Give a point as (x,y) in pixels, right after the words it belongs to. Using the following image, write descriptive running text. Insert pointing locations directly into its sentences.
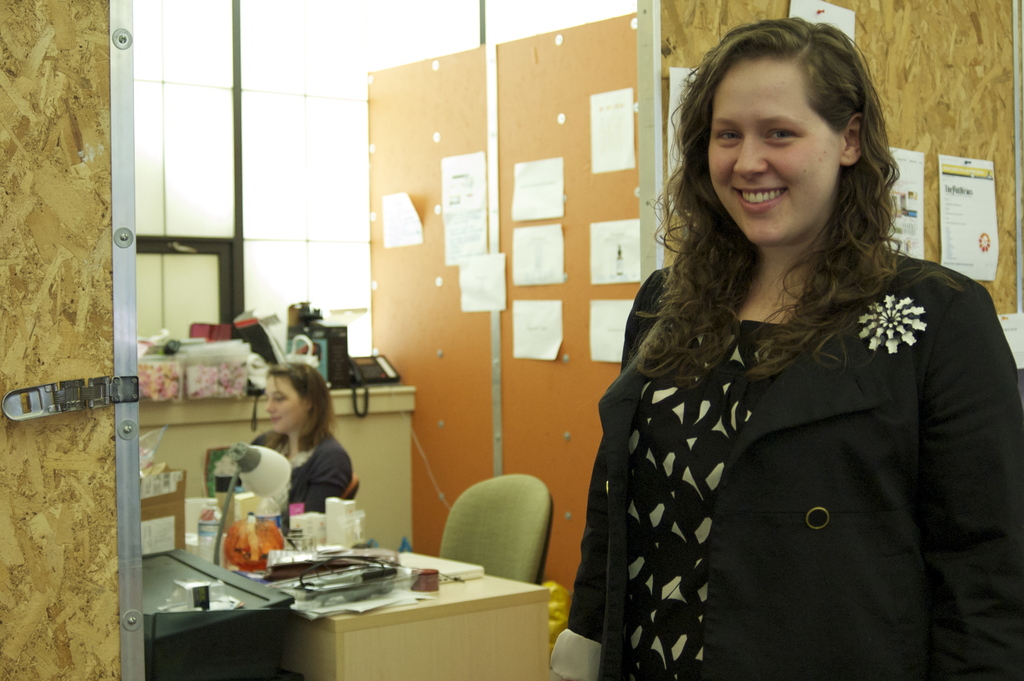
Here we can see a woman (817,198) is standing and she is smiling, and at side a person (307,439) is sitting, and in front her is the table (360,563) and lamp (235,485) and some objects (320,527) on it, and here is the wall (509,374) and papers (547,206) on it.
